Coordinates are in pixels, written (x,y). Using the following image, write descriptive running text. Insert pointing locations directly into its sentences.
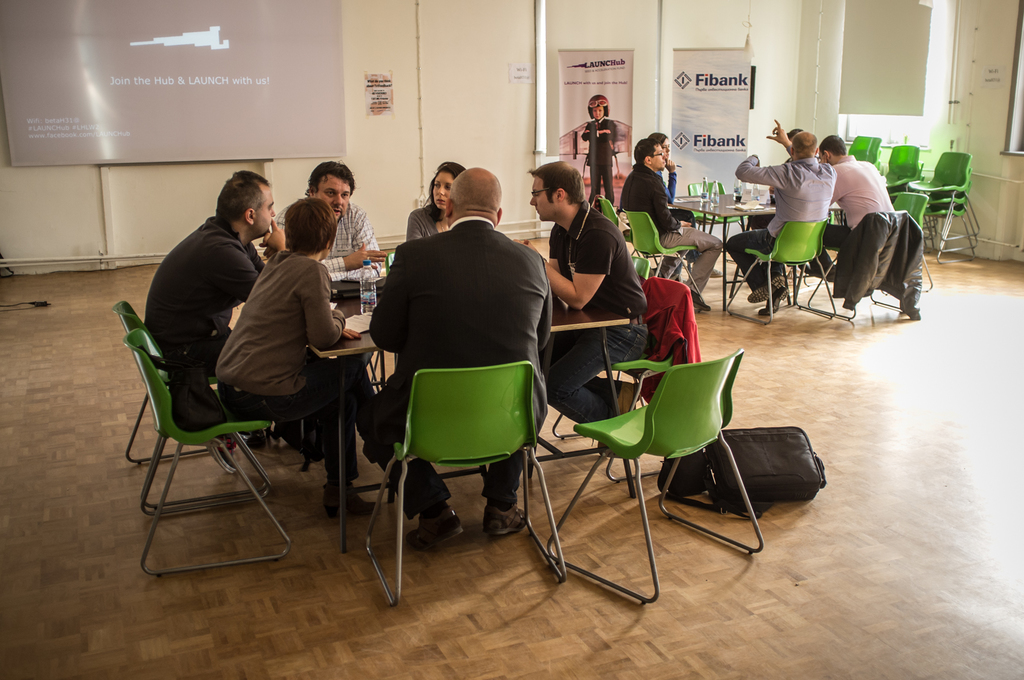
In the image we can see there are lot of people (489,262) who are sitting on chair (470,391) and on table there is a water bottle (365,288) and there are people (833,193) who are sitting at the other side.
